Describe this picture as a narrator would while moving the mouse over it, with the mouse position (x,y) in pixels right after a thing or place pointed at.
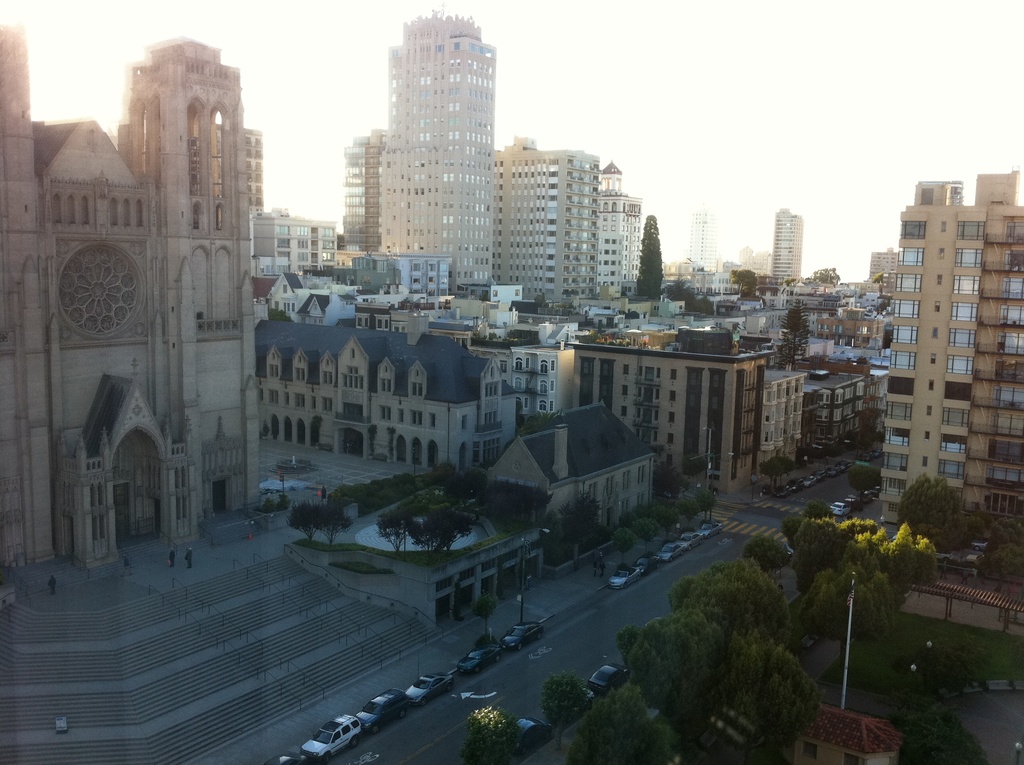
In this image I can see a road (623,622) in the centre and on it I can see number of vehicles (400,716). On the both side of road (723,519) I can see number of buildings (939,389), number of trees (685,622), few poles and on the left side of this image (322,496) I can see few people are standing. I can also see stairs (292,620) and railings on the bottom left side of this image (229,643).
